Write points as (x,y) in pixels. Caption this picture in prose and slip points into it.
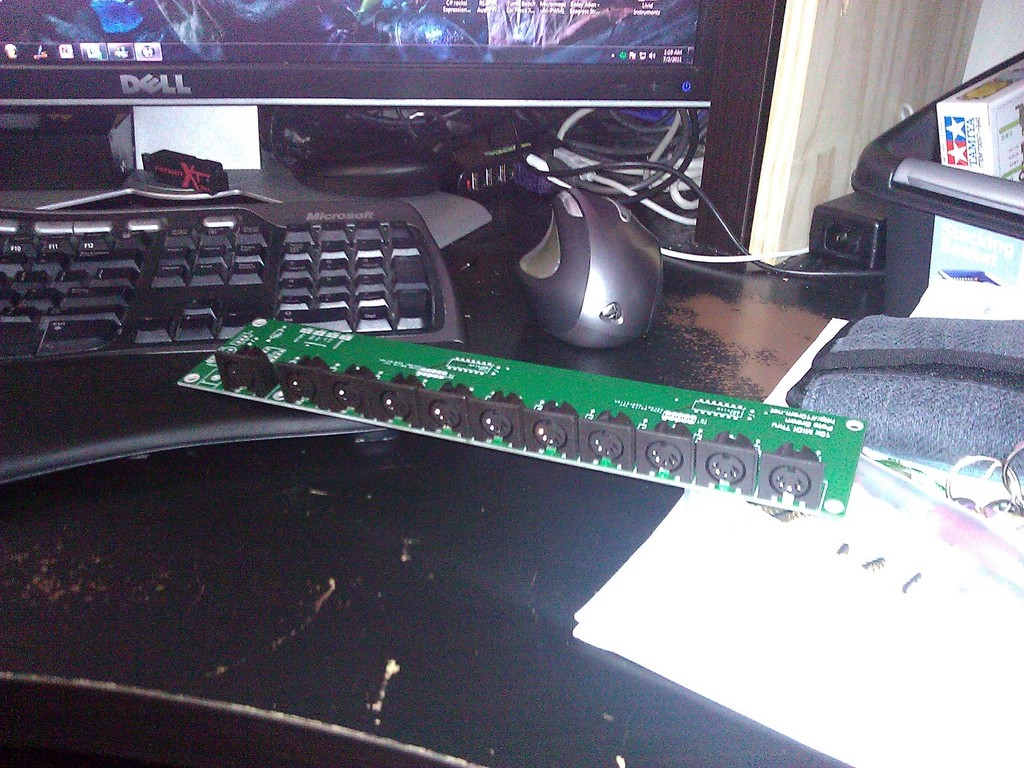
In the center of the image (506,285) there is a table (107,667) on which there is a keyboard (312,210), monitor (75,12), mouse (586,307) and other electronic devices (845,483). To the right side of the image (697,571) there is a book (740,711).
